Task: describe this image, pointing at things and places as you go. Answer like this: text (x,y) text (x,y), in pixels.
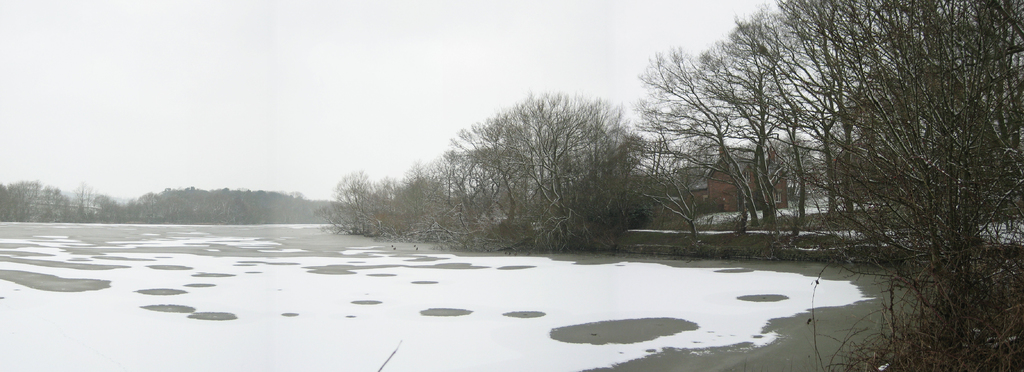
As we can see in the image there are trees (647,173), grass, water (363,294) and in the background (706,181) there is a house (725,176). At the top (450,74) there is a sky (450,74).
